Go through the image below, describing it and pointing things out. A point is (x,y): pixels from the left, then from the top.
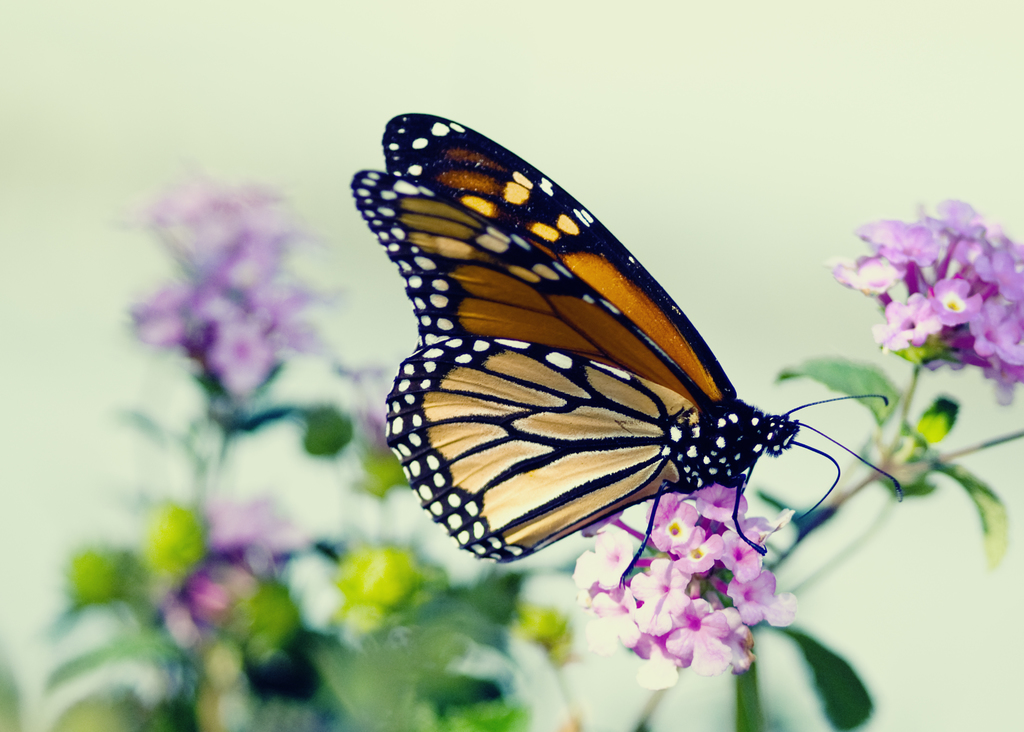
In this image, we can see a butterfly (513,324) on the flowers (711,589). Background (1013,646) we can see the blur view. Here we can see flowers (905,314), stems (887,462) and leaves (877,410).
